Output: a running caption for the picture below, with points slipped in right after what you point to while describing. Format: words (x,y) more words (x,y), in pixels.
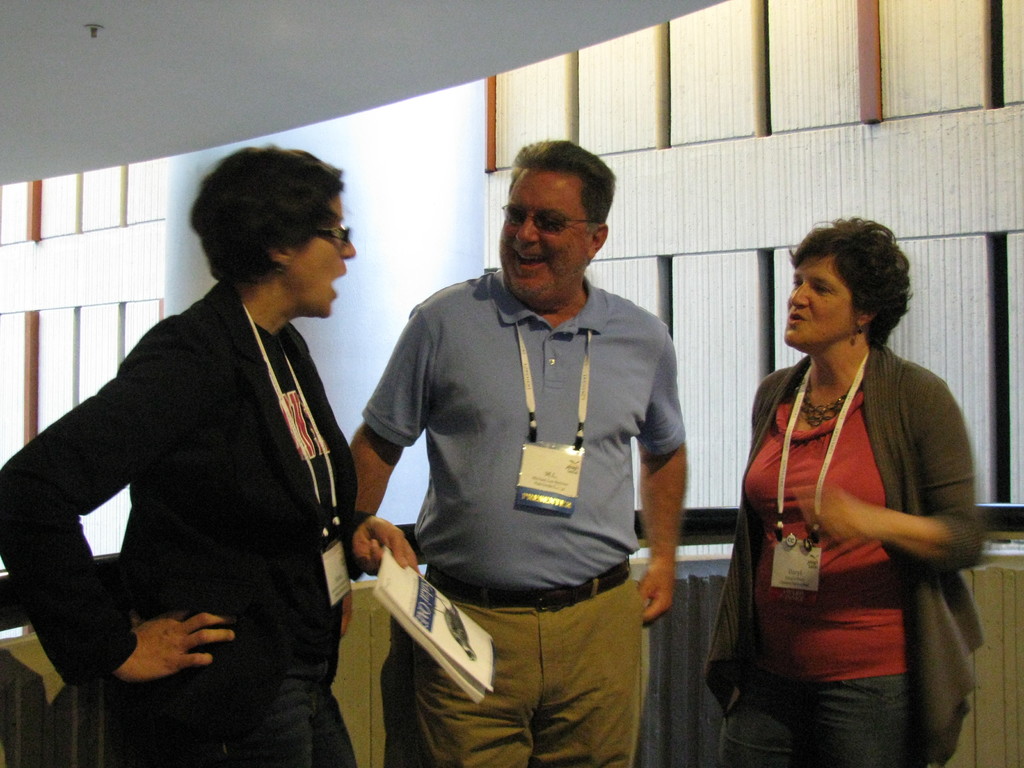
In this image we can see group of persons (829,651) standing. One woman (291,339) is holding a book (410,579) in her hand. In the background (410,685), we can see the windows (1000,500) and the wall (370,215).
